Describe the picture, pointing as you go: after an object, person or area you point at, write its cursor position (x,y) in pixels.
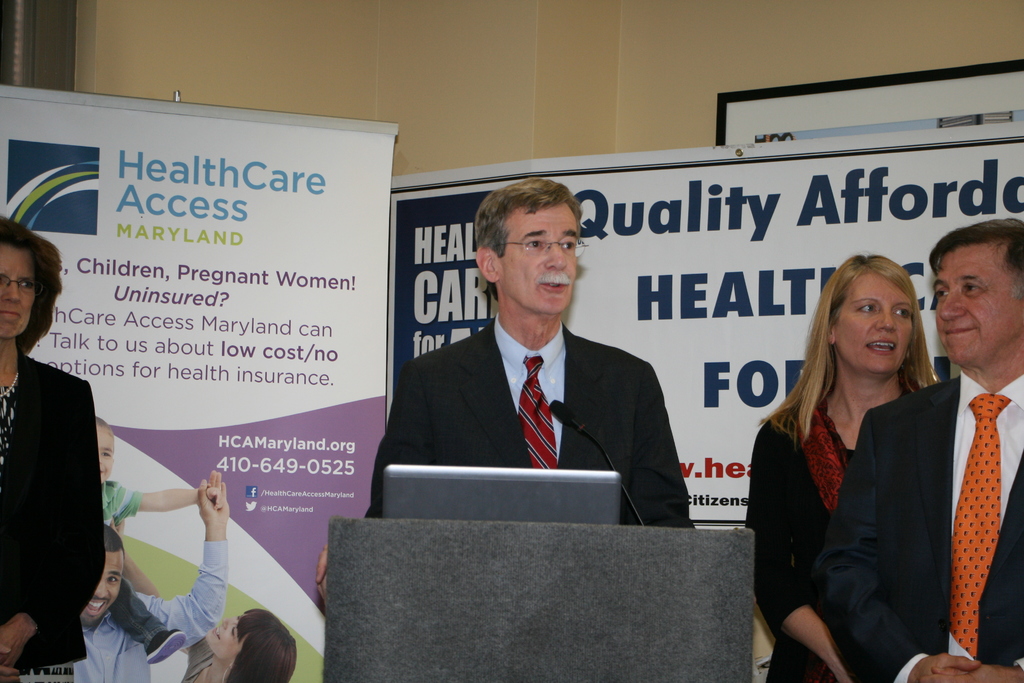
In this image I can see a person (495,425) wearing shirt (515,398), tie (529,398) and black colored blazer (487,411) is standing in front of a podium (517,598) and I can see a microphone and a laptop (529,497) on the podium (437,527). I can see few persons (61,410) standing besides him, few banners (733,342) which are white, blue and purple in color, the cream colored wall (489,102) and a frame (795,94) attached to the wall (967,47) in the background (826,82).
